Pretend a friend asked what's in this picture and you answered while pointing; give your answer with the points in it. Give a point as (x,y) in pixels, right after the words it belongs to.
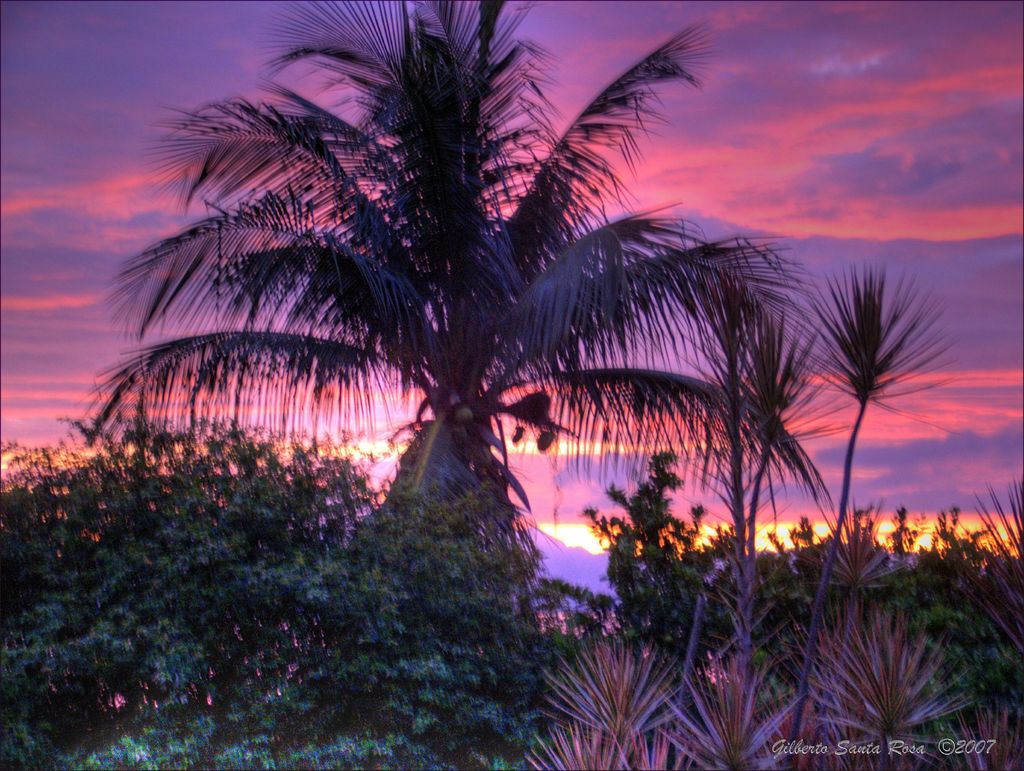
In the foreground of the picture (972,536) I can see the trees (433,770). I can see a coconut tree (407,272) at the top of the picture (462,214). There are clouds (795,192) in the sky (825,124).
